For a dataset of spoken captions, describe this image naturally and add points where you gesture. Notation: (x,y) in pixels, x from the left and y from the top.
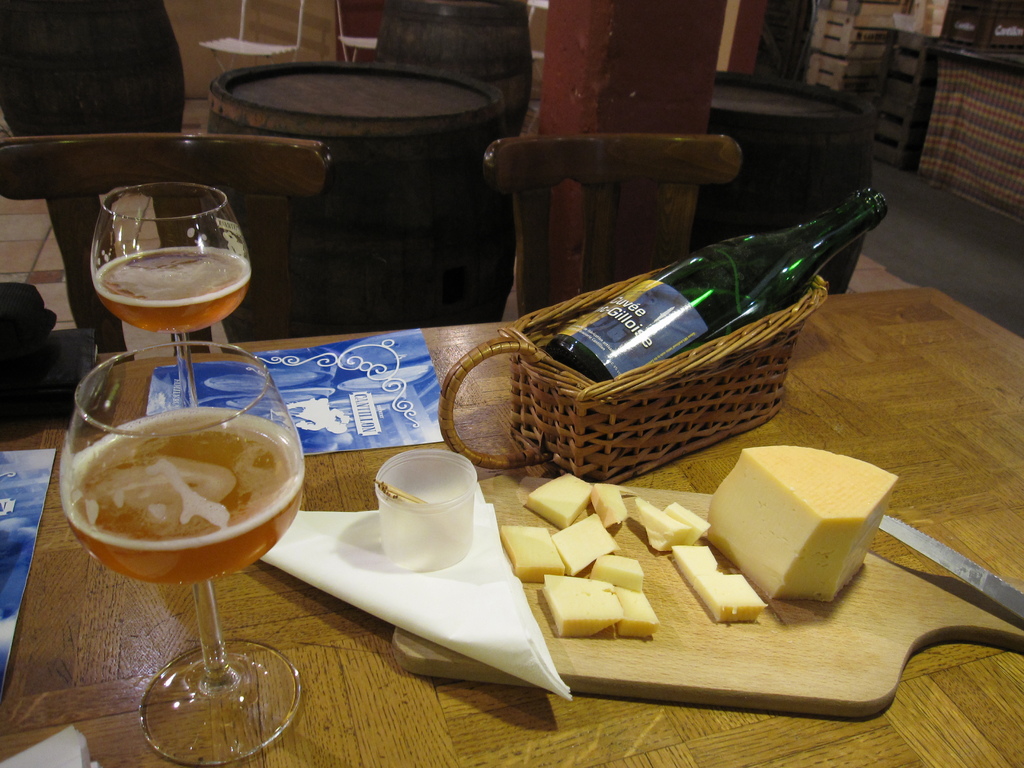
In this picture we can see glasses (153,211) with drinks (245,463) in it, book (288,377), chopper board (548,520), basket (596,427) with a bottle (559,348) in it and these all are placed on a table (916,301), chairs (547,235), drums (463,161) and in the background (830,28) we can see racks (874,73), cloth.
